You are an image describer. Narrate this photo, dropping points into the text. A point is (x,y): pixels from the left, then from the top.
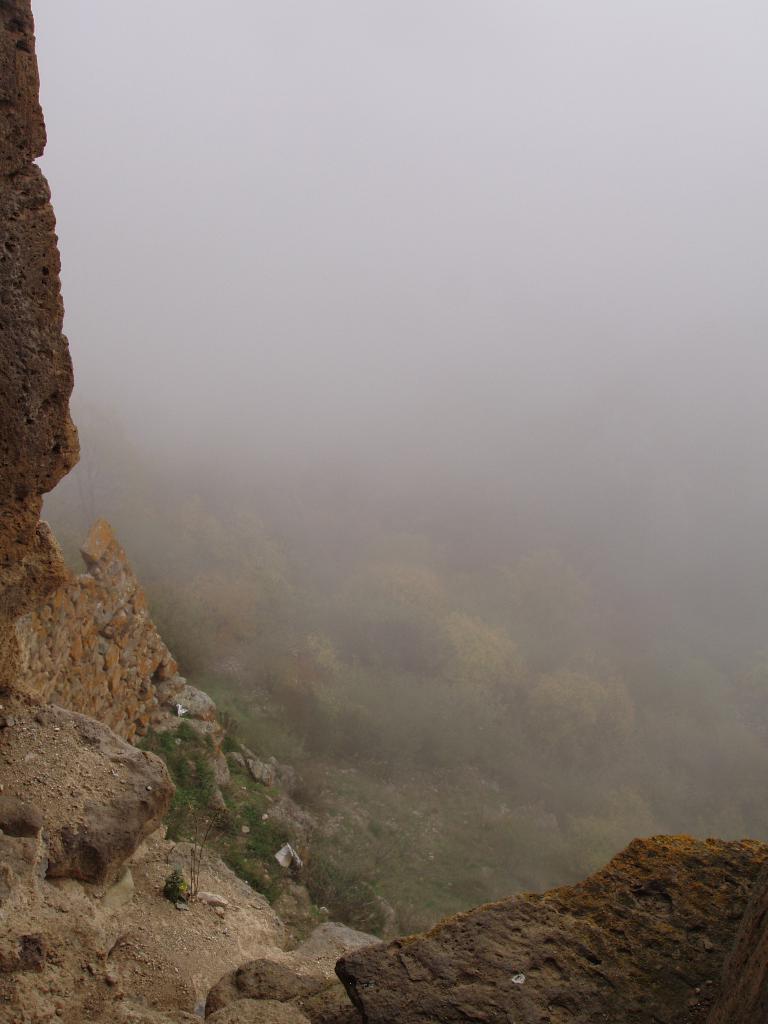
In this image we can see trees (385,700), rocks (537,967) and in the background (444,253), we can see the sky (451,401).
